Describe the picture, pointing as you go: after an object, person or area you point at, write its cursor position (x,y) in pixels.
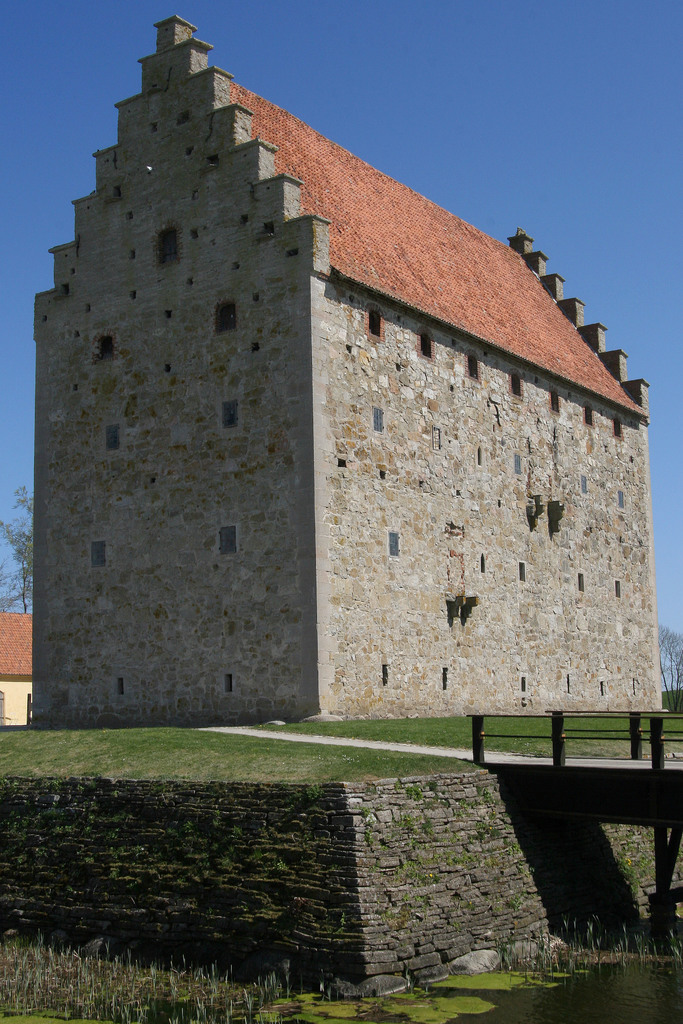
In the center of the image (319,424) there is a building (237,479). At the bottom of the image (342,760) we can see water (446,1007), grass (371,768), bridge (620,730) and road (305,737). In the background (462,59) there is sky (412,84).
